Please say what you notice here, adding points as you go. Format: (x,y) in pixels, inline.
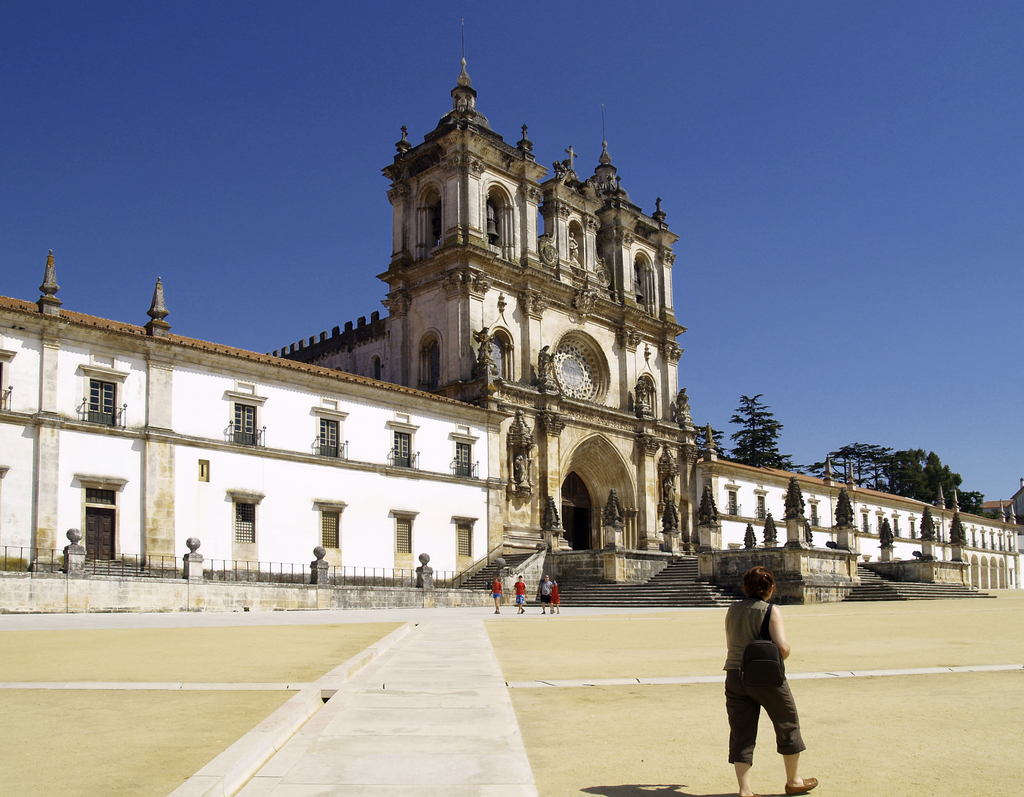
This looks like a palace (566,388) with windows (593,356). I can see an arch (601,507) on the palace (550,481). These are the kind of pillars (805,530). I can see the stairs (895,586). There are few people (553,598) walking. These are the trees (913,473).
